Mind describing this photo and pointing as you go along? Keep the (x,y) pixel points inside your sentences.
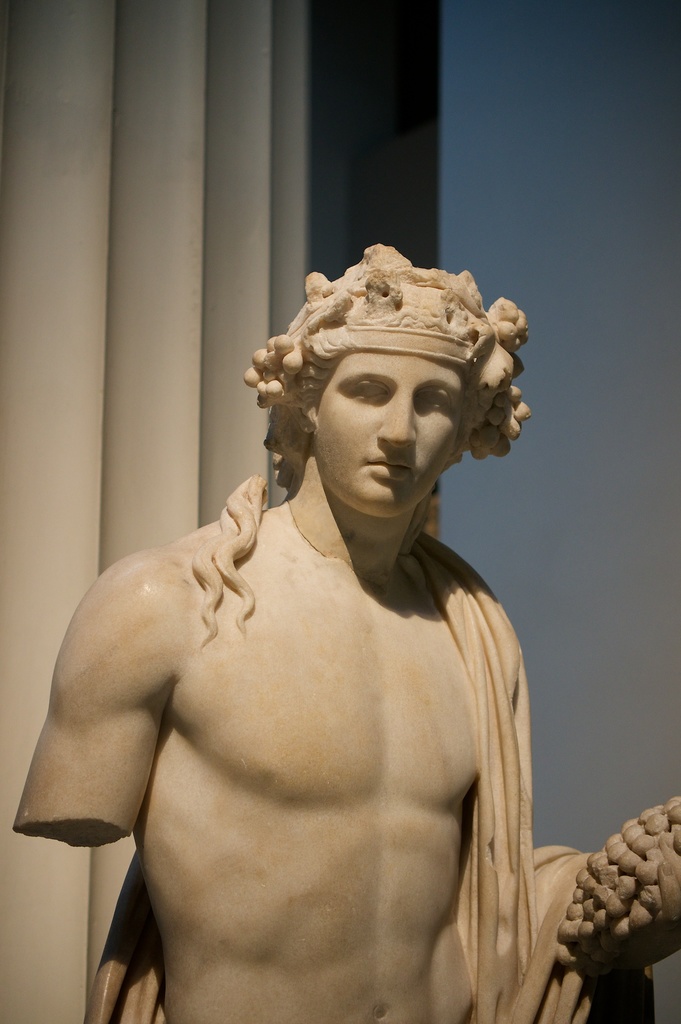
In this image we can see a statue (367,584).
